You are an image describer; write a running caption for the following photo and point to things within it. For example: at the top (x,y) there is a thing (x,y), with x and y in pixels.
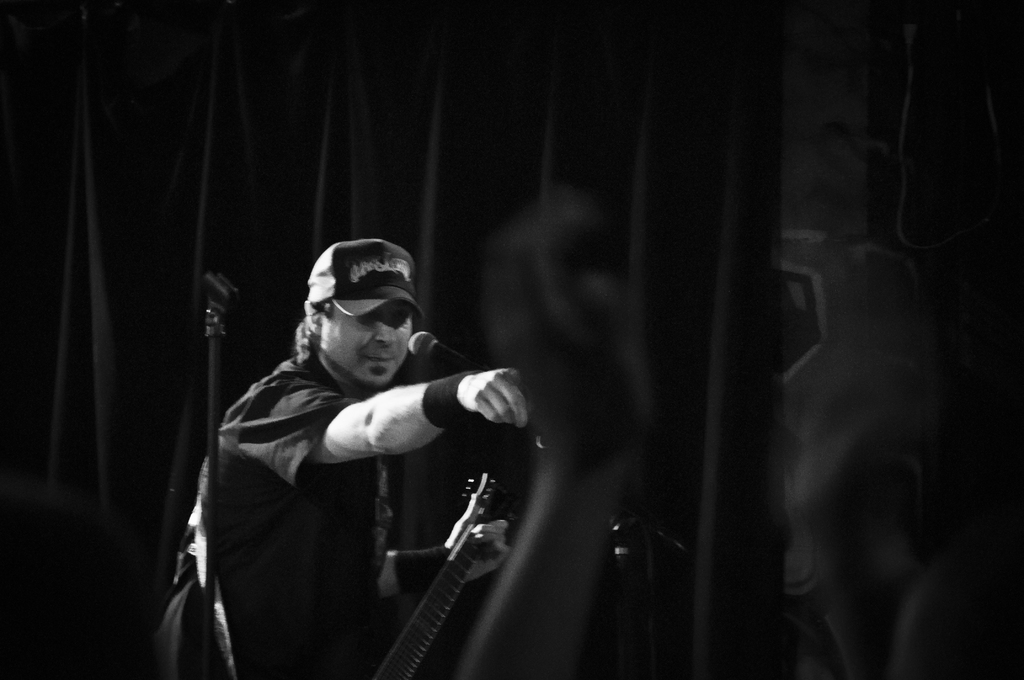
This is a black and white image. On the left side (279,471) there is a man (321,348) wearing a shirt (296,433), cap (362,279) on the head (345,321), standing and holding a guitar (440,610) in the hand (487,532). In front of this man (353,343) there is a mike stand (210,490). In the background (216,172) there is a curtain (468,126).
